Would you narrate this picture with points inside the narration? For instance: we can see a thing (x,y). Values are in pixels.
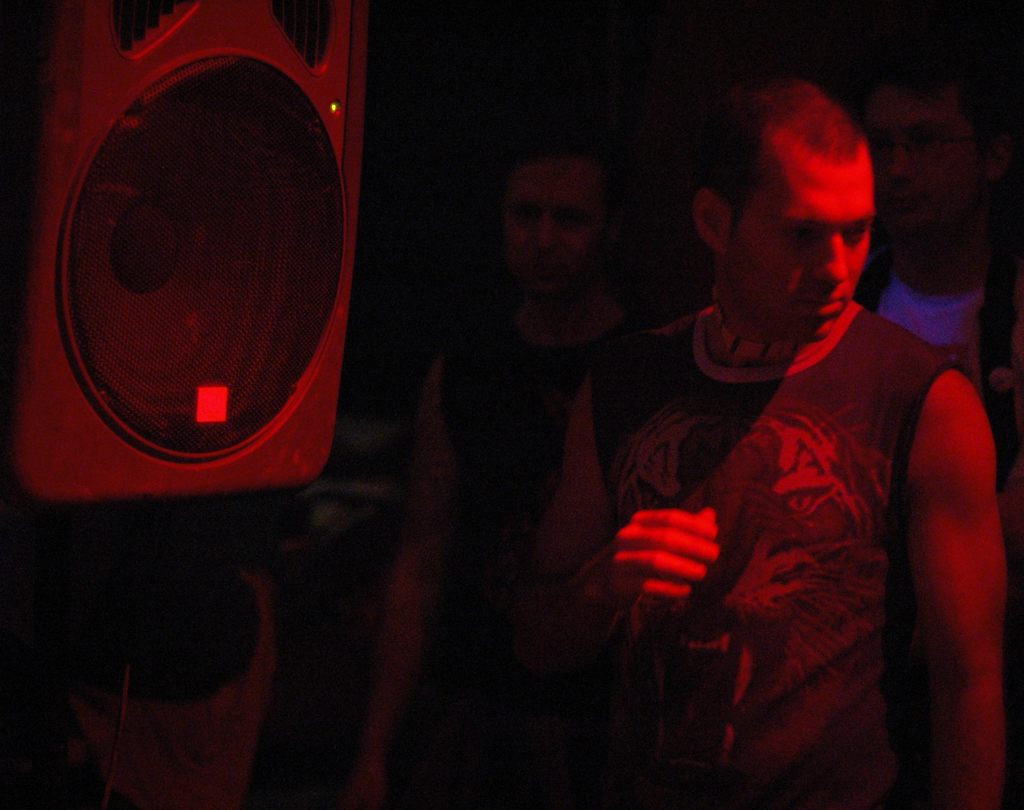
In the image there is a man (847,417) in vest (828,460) standing on the front (828,460) and behind there are few persons (580,359) visible, on the left side (172,93) there is a speaker (240,212), there is a red light reflection (50,385) all over the image.
